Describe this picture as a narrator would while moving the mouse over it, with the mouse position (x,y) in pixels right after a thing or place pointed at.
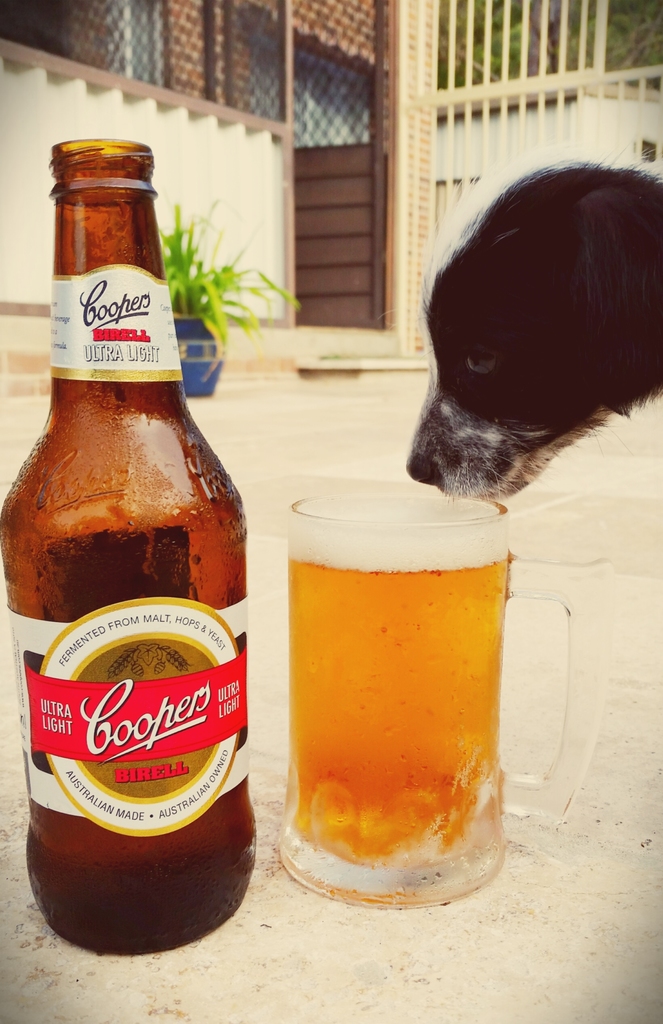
In this image there is a bottle (202,594) and a glass (381,629) which contains a beer (370,643) and a dog (584,357) looking in the glass (387,620) and in the background (27,135) there is a wall (230,207) in white color and above that there is a white color fences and a door (376,173) which is in brown color.
